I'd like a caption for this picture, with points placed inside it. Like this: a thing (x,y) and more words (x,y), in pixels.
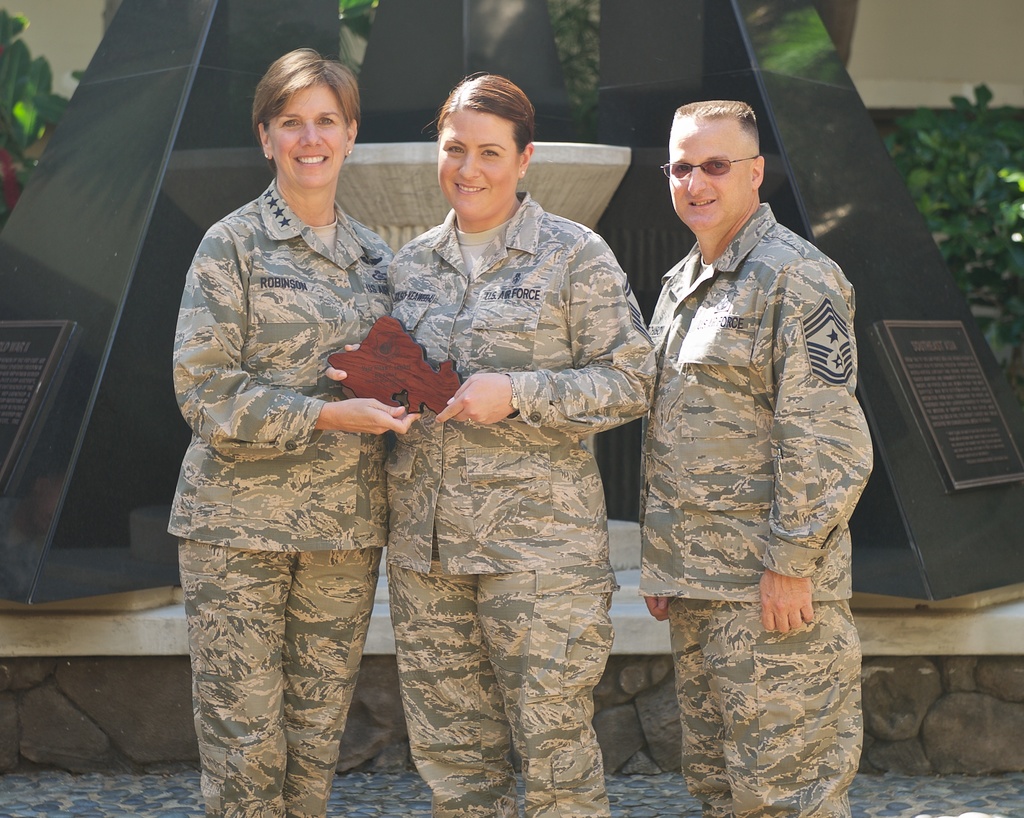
In this picture we can see there are three people (351,603) standing and two people (406,432) holding an object (380,394). Behind the people (438,441) there are black pillars (441,90), plants (1007,164) and the wall (924,76).
